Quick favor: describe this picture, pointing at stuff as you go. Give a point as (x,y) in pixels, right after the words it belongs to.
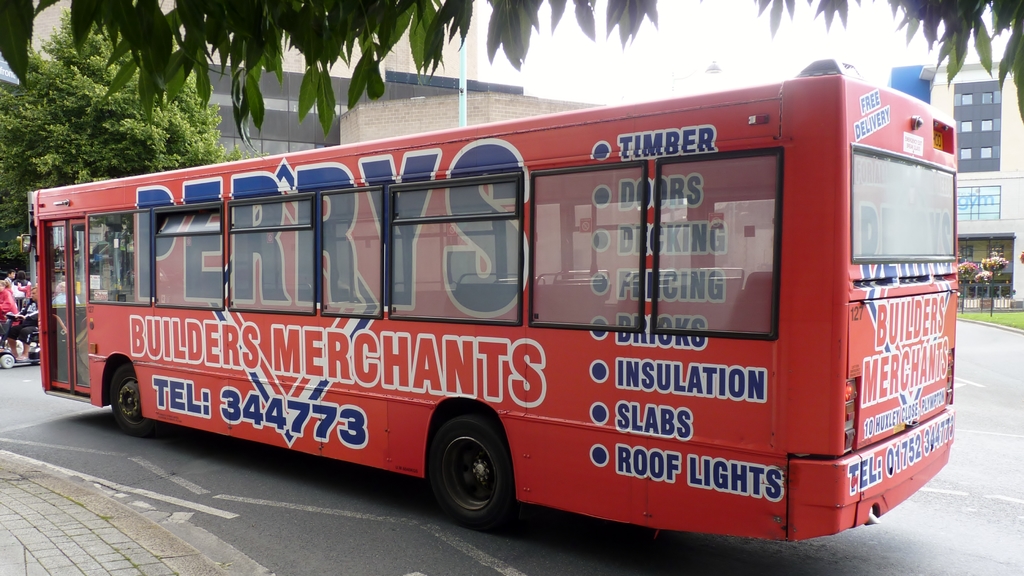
In this picture we can see a bus (796,440) and some people (5,287) on the road (213,478), trees (506,1) and in the background (961,126) we can see buildings (942,90) with windows (990,101).
